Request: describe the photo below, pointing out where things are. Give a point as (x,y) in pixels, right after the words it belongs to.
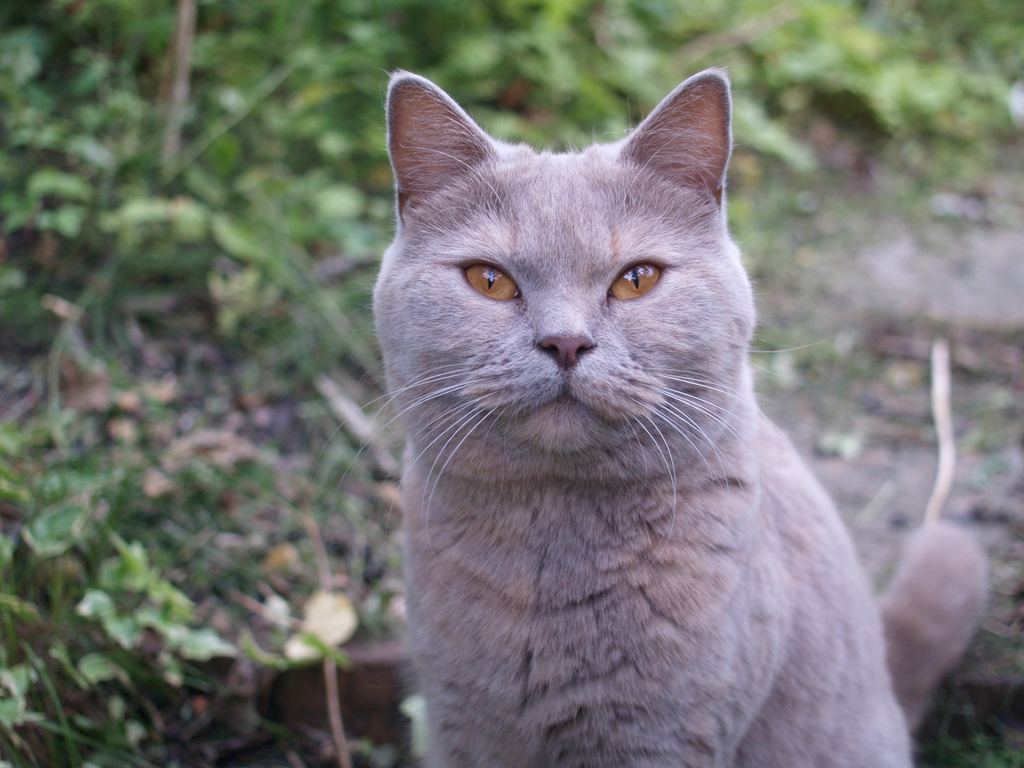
In the center of the image (484,400), we can see a cat (510,289) and in the background (416,53), there are trees (205,134).
